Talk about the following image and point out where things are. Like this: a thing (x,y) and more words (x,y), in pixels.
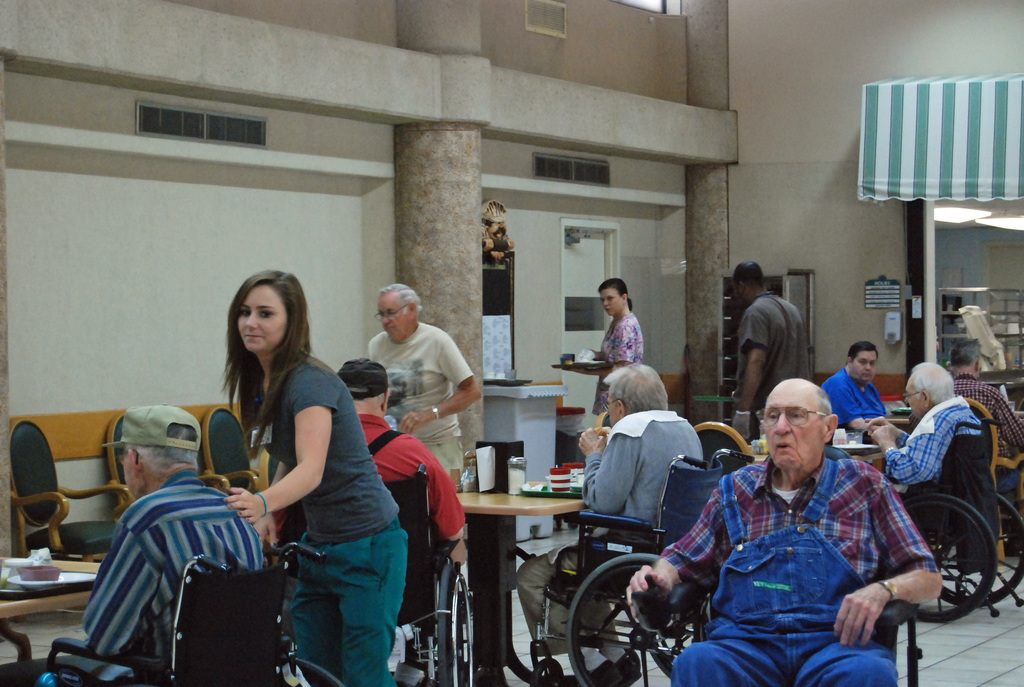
In the picture I can see a few people (808,567) sitting in the wheelchairs (981,565) and a few of them are standing on the floor (515,554). I can see the wooden tables (512,531) and wooden chairs (705,449) on the floor (552,536). I can see a few people (608,484) having food (553,490). There is a lighting arrangement (987,221) on the roof (979,219).
